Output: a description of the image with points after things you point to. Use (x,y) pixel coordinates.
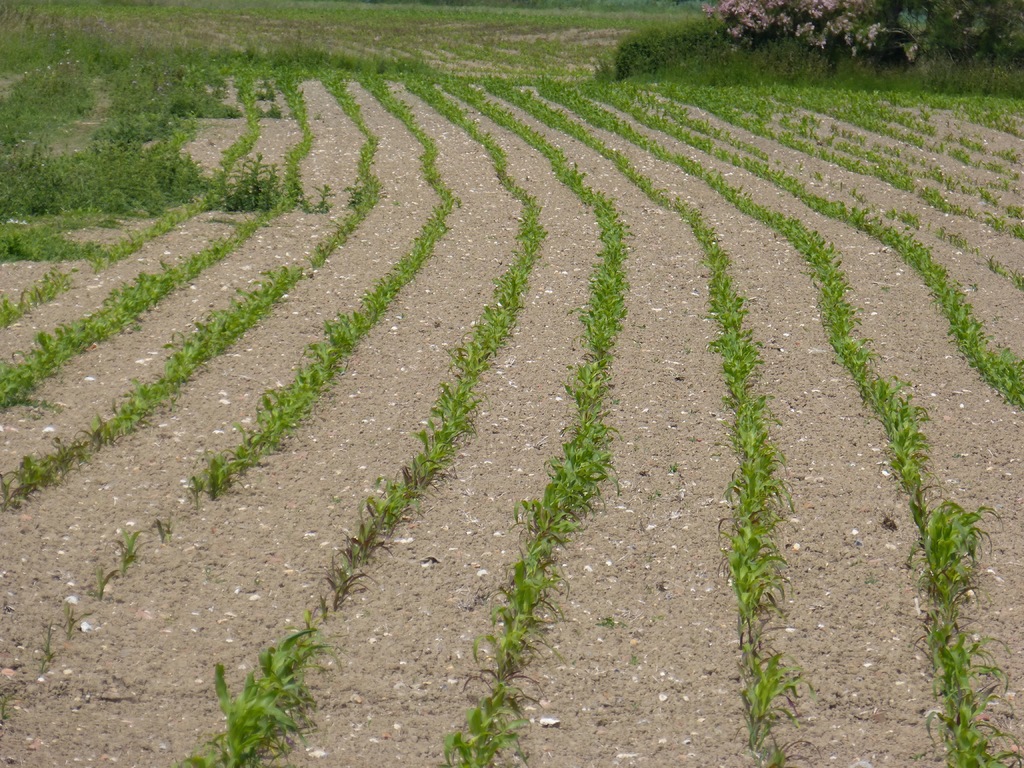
In this image, we can see the ground (347,364). We can see some grass (883,78) and plants (922,42).
